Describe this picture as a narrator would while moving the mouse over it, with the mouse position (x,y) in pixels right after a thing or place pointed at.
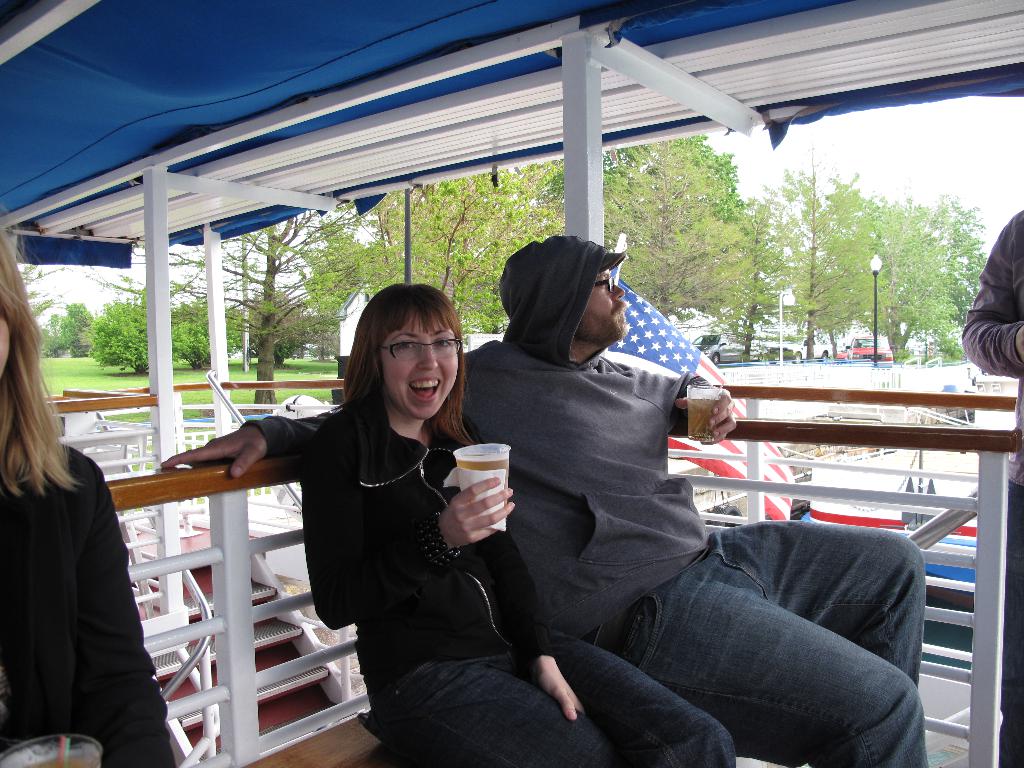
In this image we can see three persons (859,565) are sitting on the bench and among them two persons (630,529) are holding glasses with liquid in it in their hands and on the right side (988,362) we can see a person (1019,355) is standing and at the bottom corner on the left side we can liquid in a glass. In the background (945,250) there are trees (174,343), poles (156,453), objects (931,374), vehicles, and sky (753,157).
